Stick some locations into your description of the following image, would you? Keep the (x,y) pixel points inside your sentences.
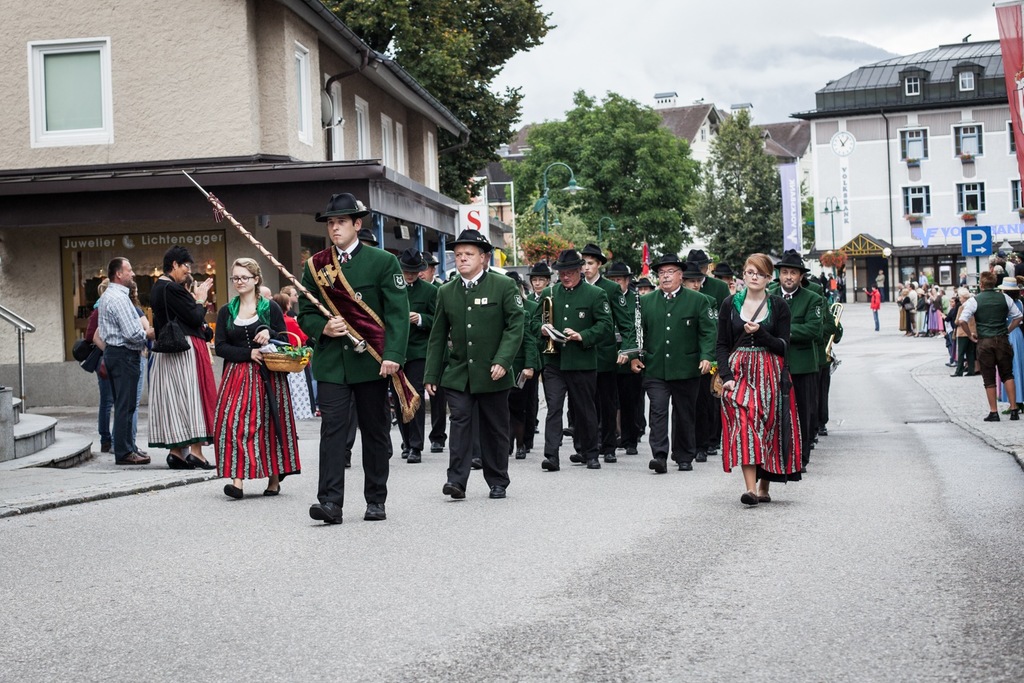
A group of men (485,353) are walking on the road (445,478), they wore green color coats (449,374), trousers (437,430), hats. On the right side (737,329) a beautiful woman (740,417) is also walking. These are the houses (856,145) and trees (555,133).
